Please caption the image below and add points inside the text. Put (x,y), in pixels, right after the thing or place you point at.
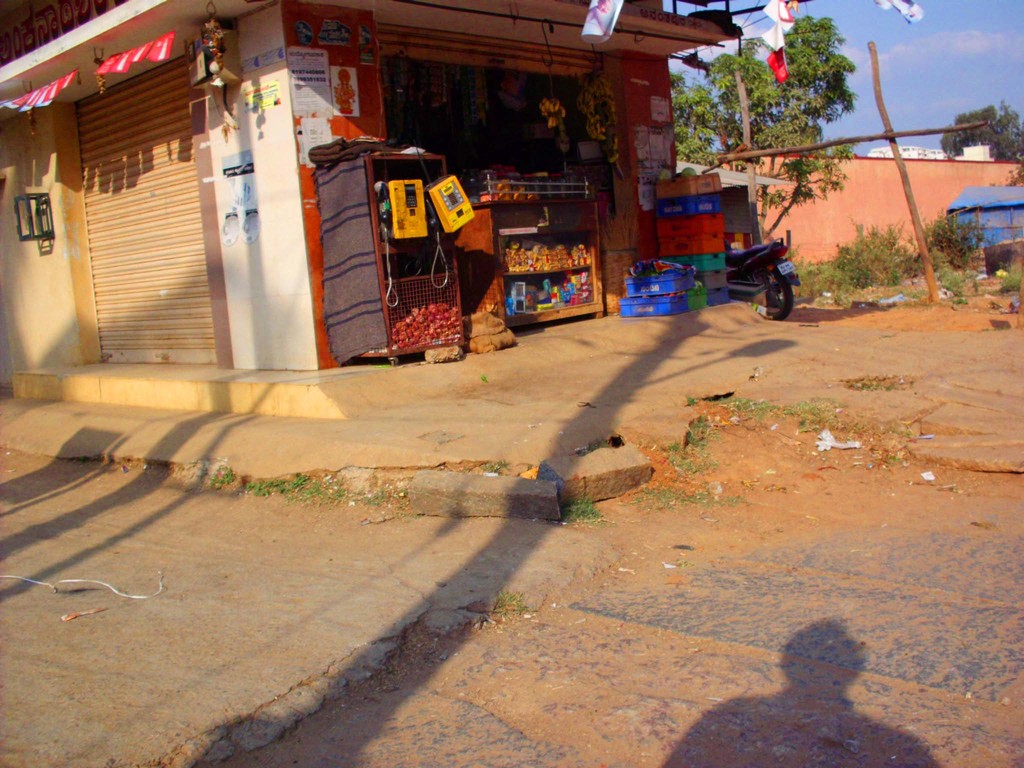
In this image we can see a building (228,155) with the shutter (121,281) and also the stall (510,193). We can see the telephones (444,197), bananas (560,104), baskets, clothes (353,280) and also some other objects (398,336). We can see the flags (776,7), banner (602,20), plants (581,512), trees (803,156) and also the wall (849,222). We can also see the wooden poles (901,160), road (799,588), vehicle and also the sky (858,61) with some clouds (878,52). We can see some papers (318,108) attached to the wall (280,111).
